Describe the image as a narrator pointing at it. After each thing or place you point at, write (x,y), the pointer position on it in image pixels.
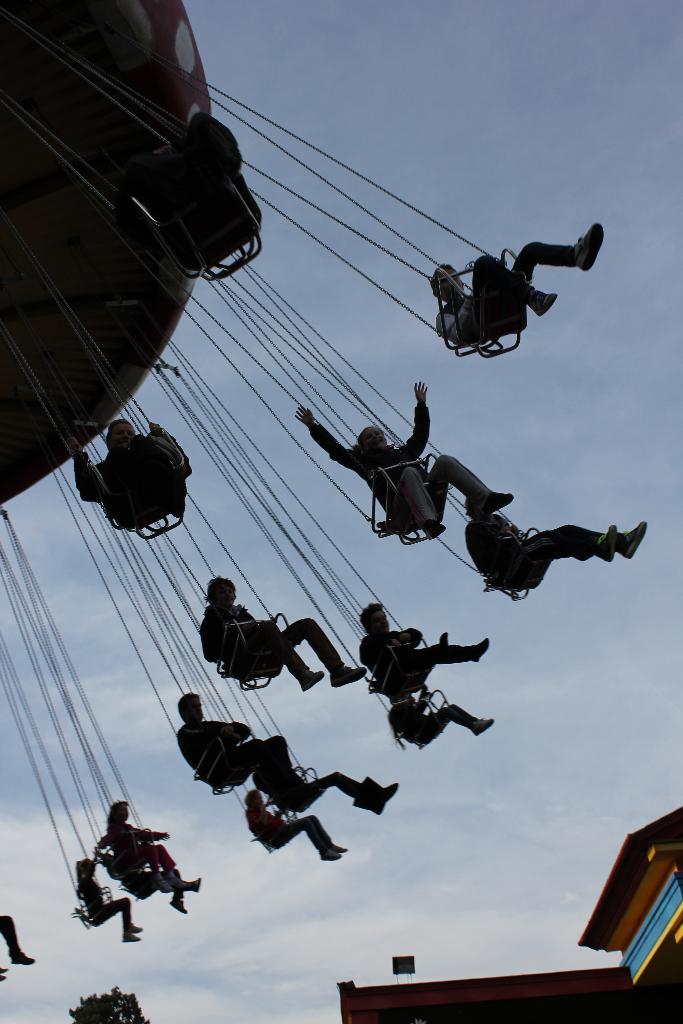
In this image, we can see few people (406,486) are playing a ride (278,523). They are sitting on the seats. Background (389,767) there is a sky (180,770). At the bottom (96,1009), we can see tree (128,1006) and wall (659,931).
